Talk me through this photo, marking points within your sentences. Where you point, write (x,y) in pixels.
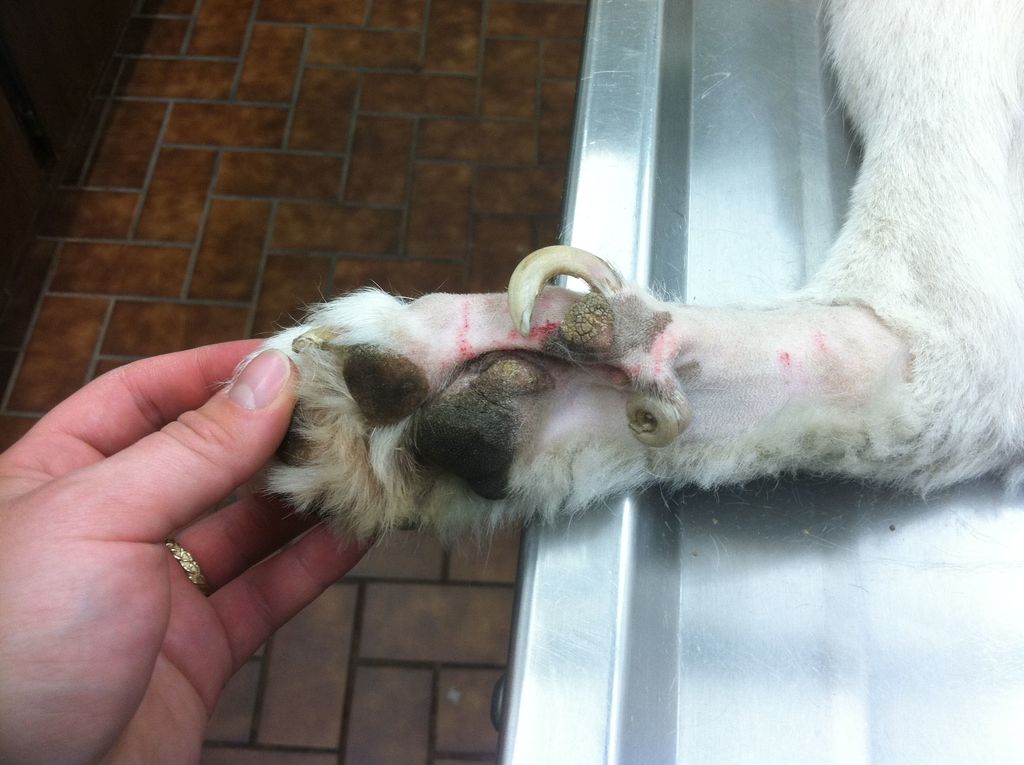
In this image we can see there is a person (155,417) holding the leg (574,391) of a animal (618,341).
